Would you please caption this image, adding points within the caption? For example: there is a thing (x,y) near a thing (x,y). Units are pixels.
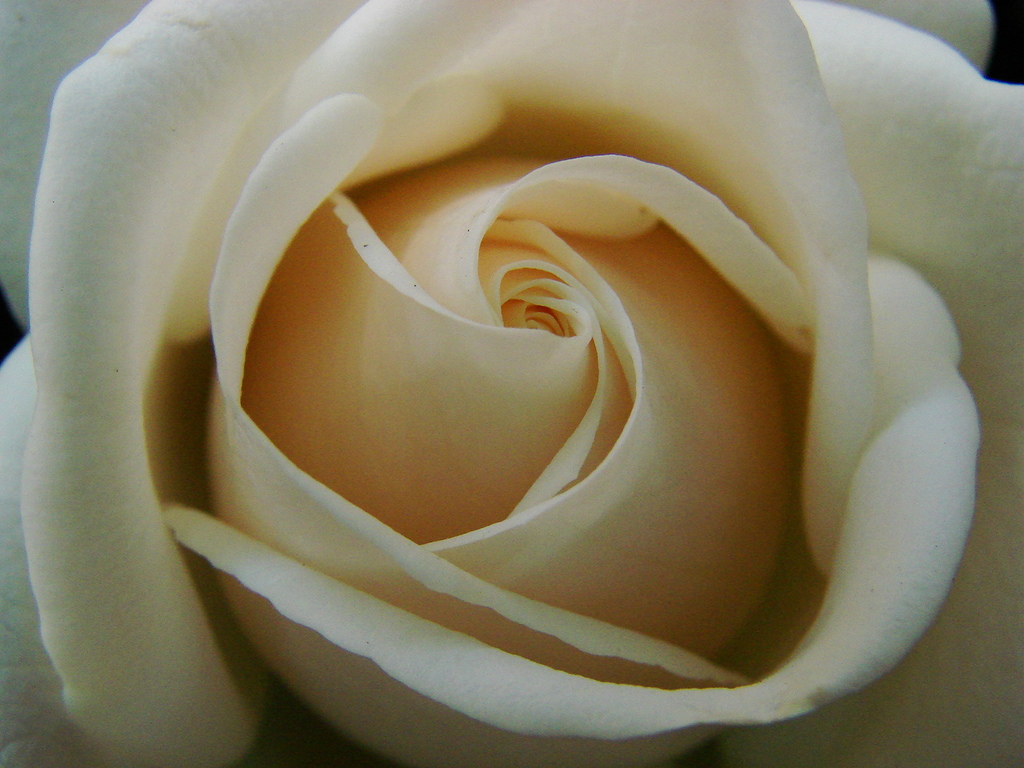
In this image I can see the flower (427,386) and the flower (409,436) is in white and yellow color.
